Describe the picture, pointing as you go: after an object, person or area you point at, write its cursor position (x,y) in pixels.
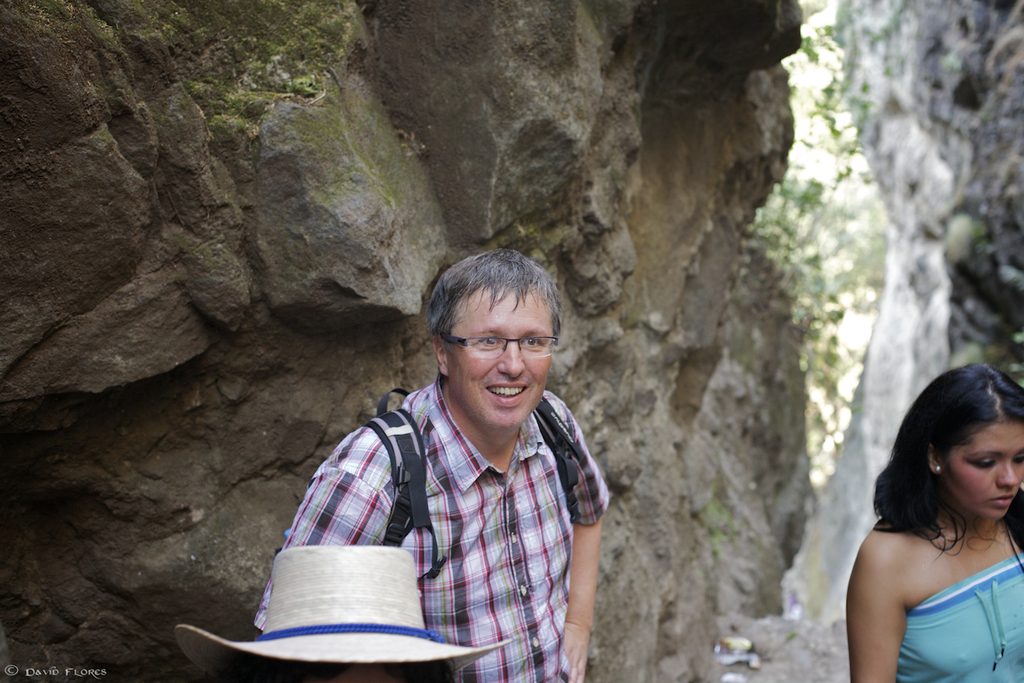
There is a person (463,448) wearing bag (418,434) and specs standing near to a rock (268,213). In the front (333,589) we can see a hat (354,597). On the right side (948,570) there is a lady (931,596). Also there is a watermark (56,670) on the left corner (39,669). In the background (619,370) it is blurred.
